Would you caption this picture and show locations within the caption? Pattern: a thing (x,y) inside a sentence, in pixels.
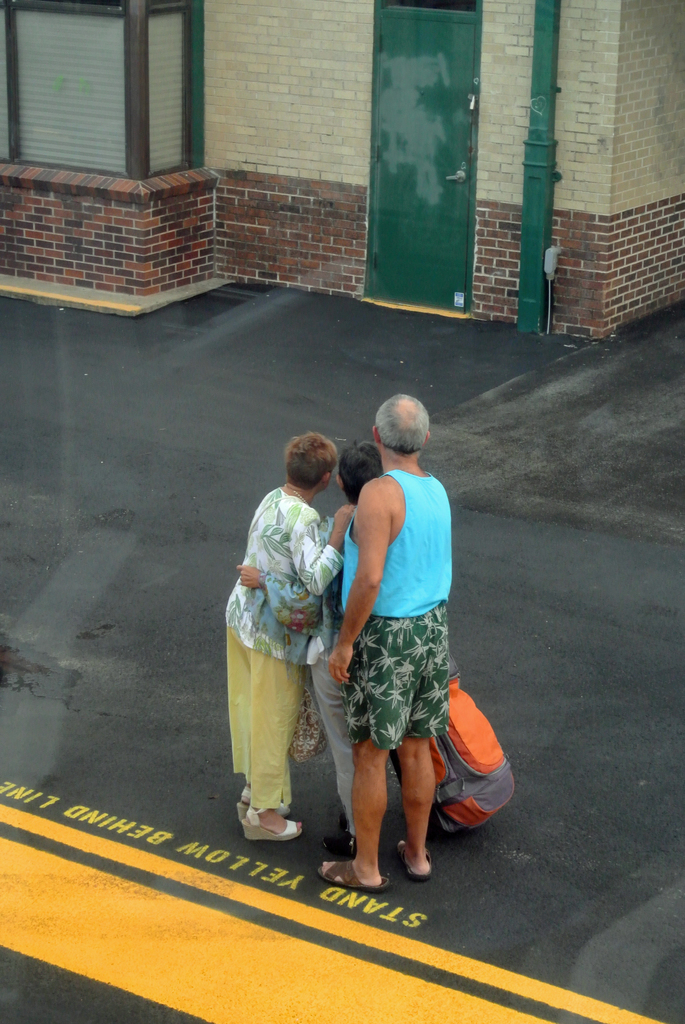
In this picture I can see there are three people (384,714) standing here and there is a luggage (456,756) with them and in the backdrop (338,195) there is a building (327,226) with a door (387,243) and a brick wall (351,232).
